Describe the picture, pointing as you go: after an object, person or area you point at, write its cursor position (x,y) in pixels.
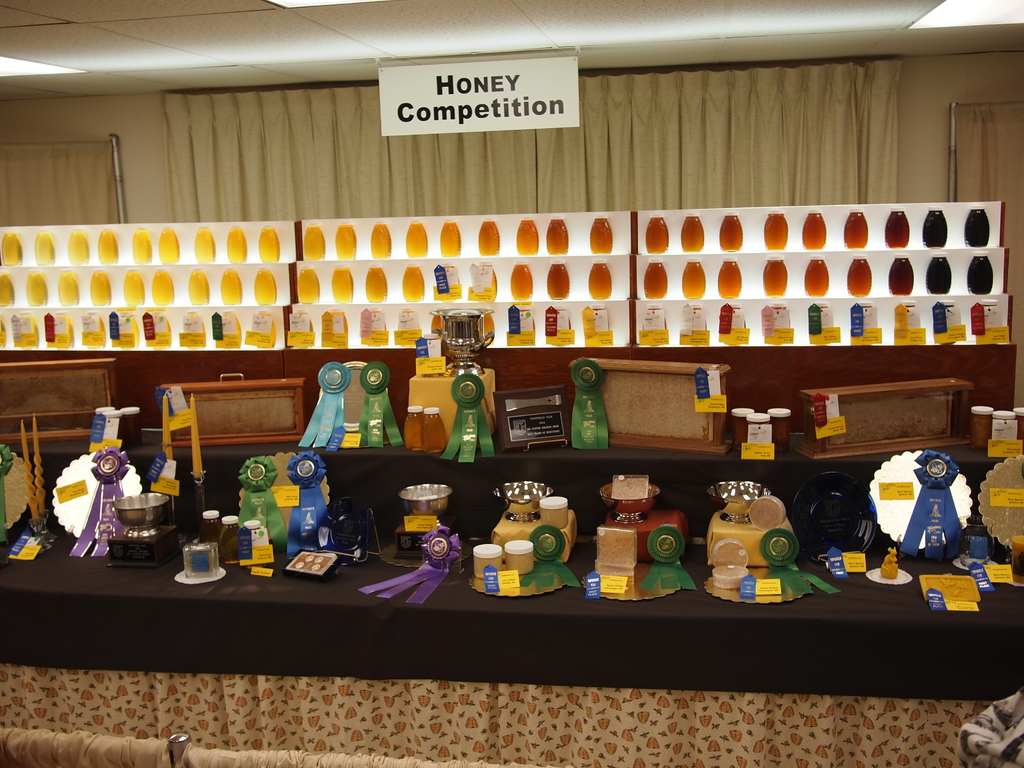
In this image there are some bottles (897,272) which are filled with honey (125,296), and also there are some boards (75,399) boxes (265,420) and some other objects (620,539). At the bottom (323,722) there is one curtain (449,732) and in the background (258,187) there are some curtains (314,140) and a wall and one board (482,75), on the board (452,99) there is some text (437,117). On the top (461,26) there is ceiling (200,44) and some lights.
